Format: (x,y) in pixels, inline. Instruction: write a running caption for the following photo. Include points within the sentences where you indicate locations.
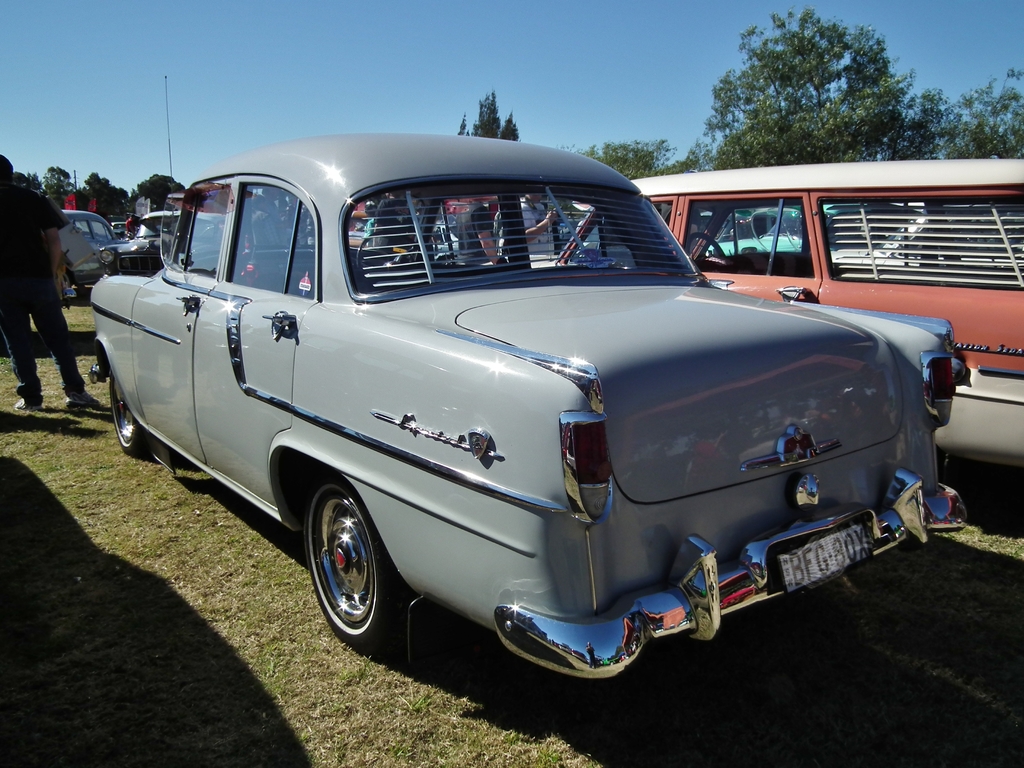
This is the picture of a place where we have some cars (474,414) on the grass floor (214,506) and around there are some people (24,394), trees (994,108) and a pole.
